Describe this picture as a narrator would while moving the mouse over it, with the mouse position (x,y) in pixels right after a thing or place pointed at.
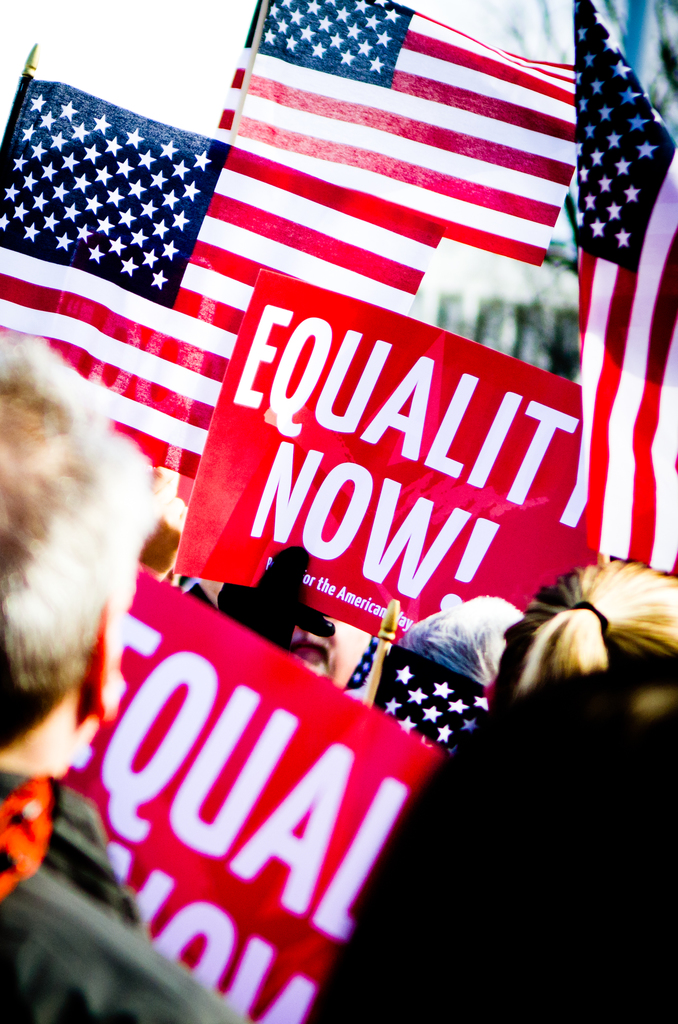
In this image I can see few people (10,971) wearing the dresses (145,950) and holding the banners (224,716) and flags (155,289). I can see these banners (252,441) and boards (274,465) are in red, white and navy blue color. And there is a blurred background (170,110).
